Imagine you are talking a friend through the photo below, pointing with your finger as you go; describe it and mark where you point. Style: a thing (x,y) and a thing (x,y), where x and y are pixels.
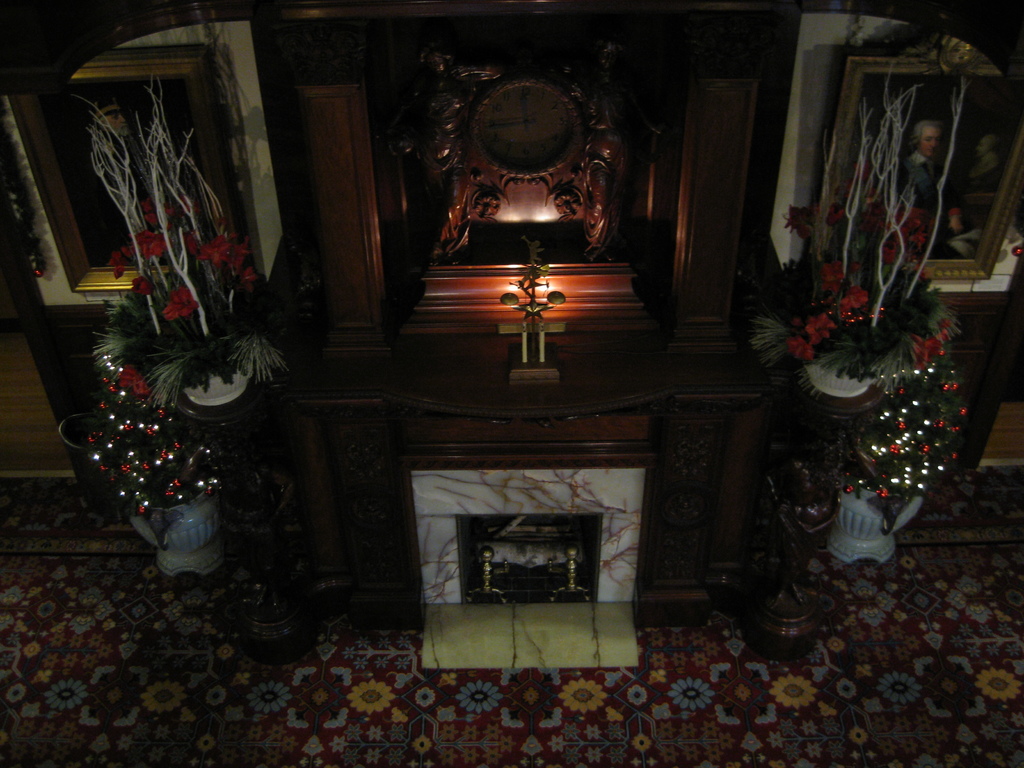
This image is clicked inside the house (13,367). On the left (204,516) and right, there are potted plants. In the front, we can see a clock (468,214). At the bottom (360,729), there is floor mat (629,706). In the front (566,607), it looks like a fireplace (515,603).
